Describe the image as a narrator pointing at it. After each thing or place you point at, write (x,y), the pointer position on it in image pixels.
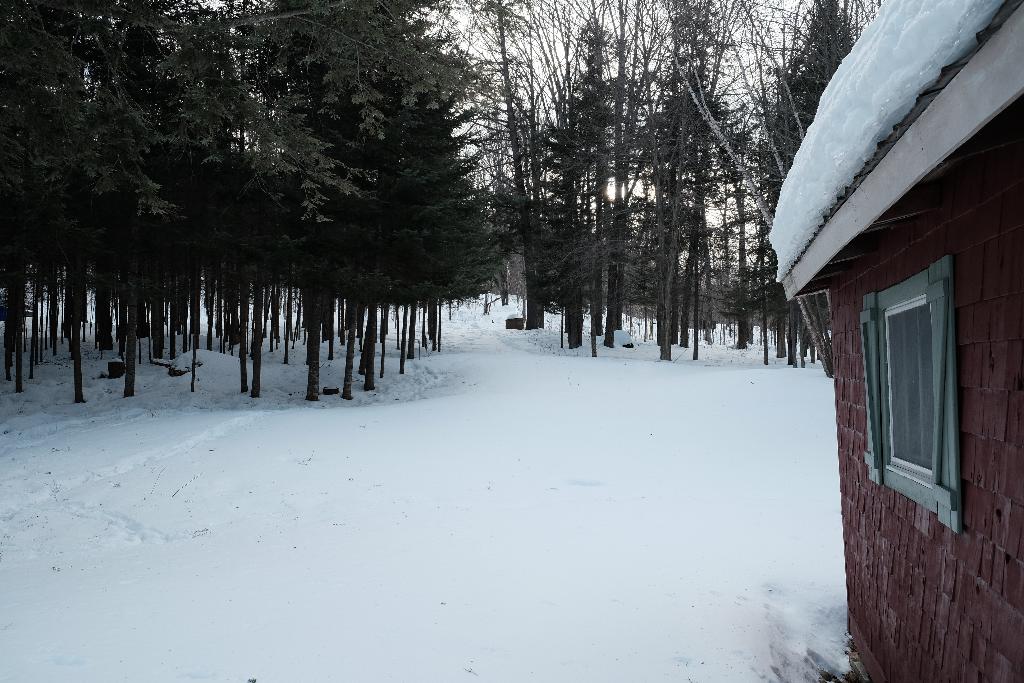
In the image we can see the snow (683,482), house (848,483) and window (895,372). Here we can see trees (278,138) and the sky (713,8).
